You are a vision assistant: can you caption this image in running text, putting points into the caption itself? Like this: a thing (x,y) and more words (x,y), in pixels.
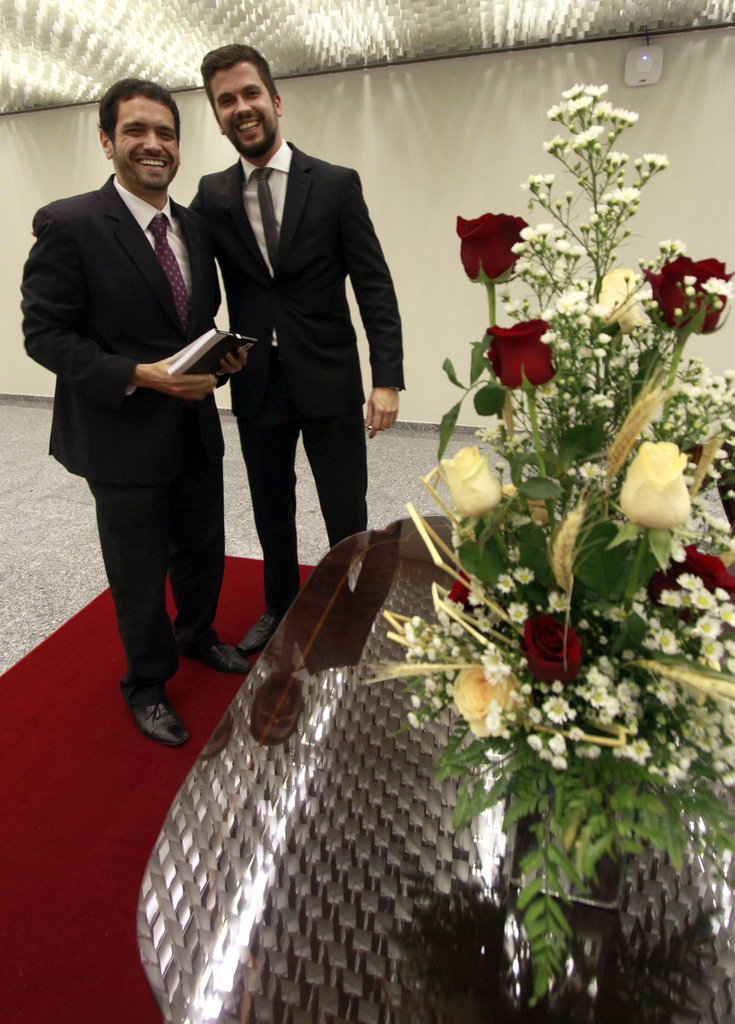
In this image we can see two persons (326,356) standing on the red carpet (87,762). A person (212,638) in that is holding a book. On the right side (543,785) we can see a flower pot (545,792) on the table (389,827). On the backside (470,289) we can see a wall (462,281), floor (412,467) and a roof (345,51).
